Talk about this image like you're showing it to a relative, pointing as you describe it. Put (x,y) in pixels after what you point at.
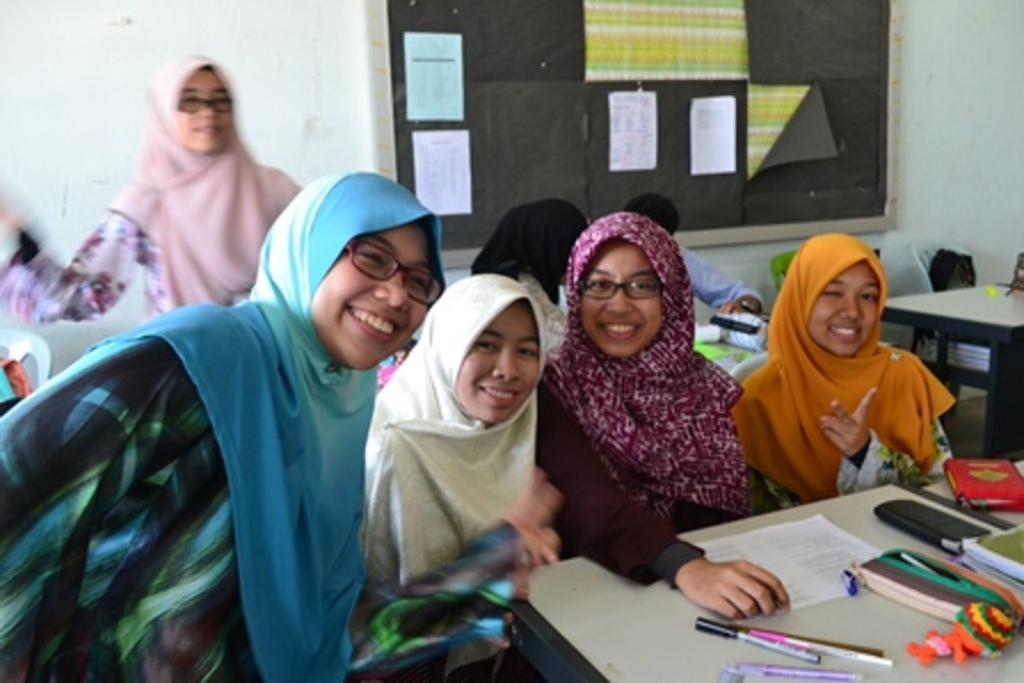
In this image, we can see persons (567,293) wearing clothes (709,434). There is a table (866,621) in the bottom right of the image (862,609) contains paper (836,588), pouches (873,571) and pens (791,641). There is a notice board (668,189) at the top of the image (543,85). There is an another table (940,298) on the right side of the image (969,329).
